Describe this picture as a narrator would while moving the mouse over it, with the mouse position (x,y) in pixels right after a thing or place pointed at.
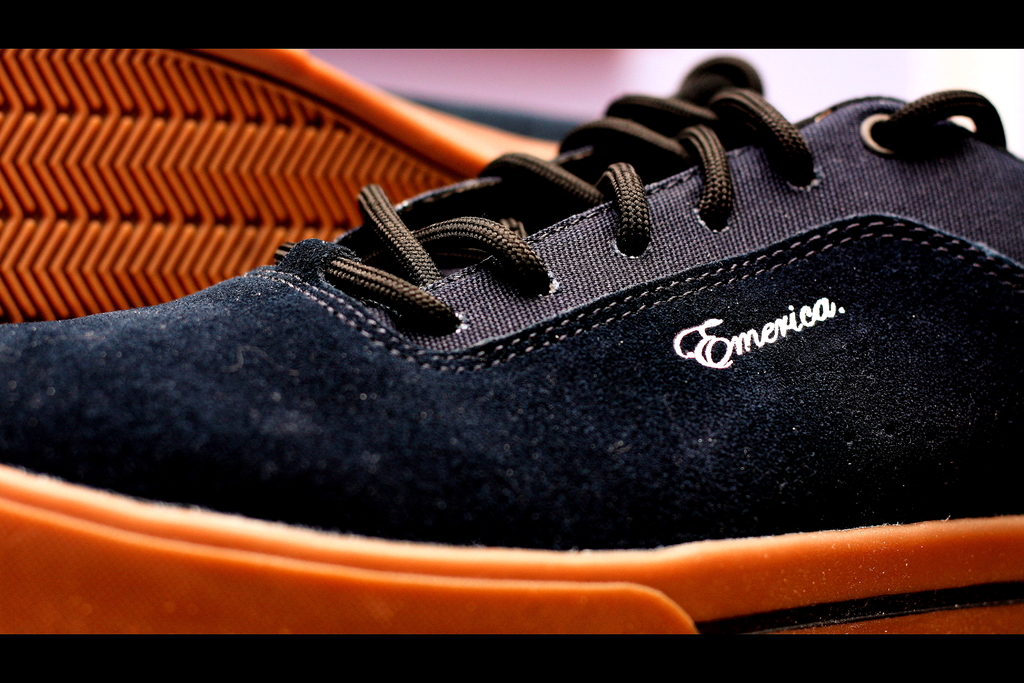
In this picture, we see the shoe (702,349) and it is in black and orange color. On the left side (213,122), we see an object (250,107) in orange color which looks like the shoe (304,155). In the background (475,93), it is white in color.
